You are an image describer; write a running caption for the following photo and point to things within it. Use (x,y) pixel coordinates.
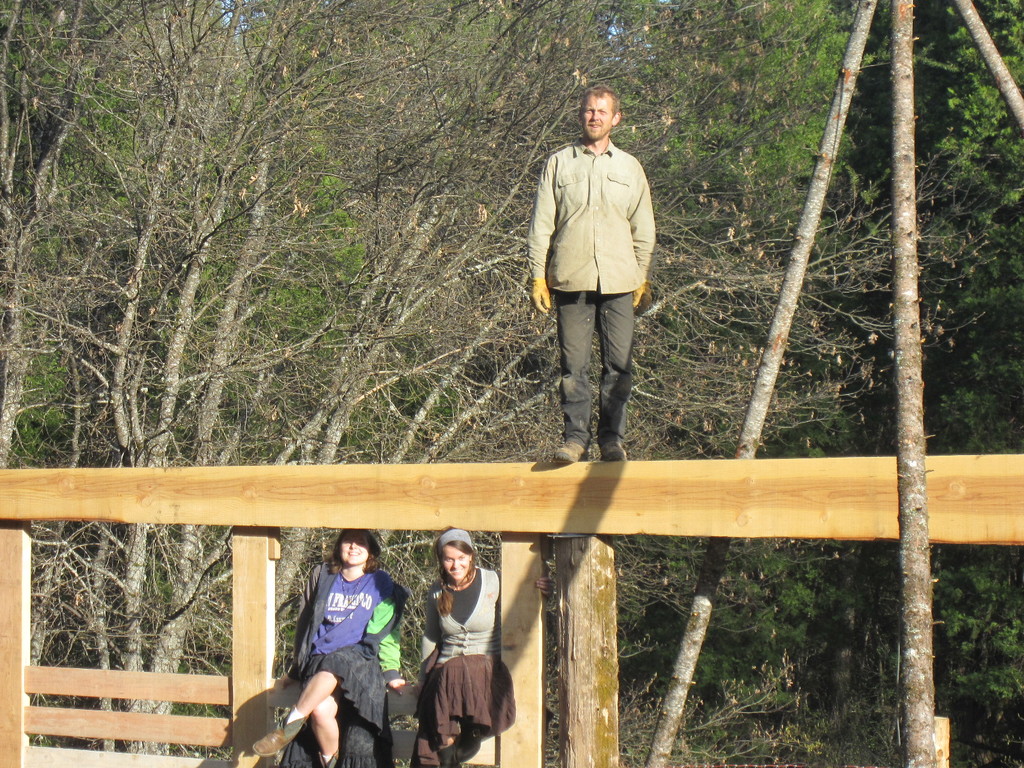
In this image we can see these people (381,686) are sitting and this person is standing on the wooden fence (253,712). Here we can see the wooden sticks (659,760). In the background (856,138), we can see trees (299,389).
